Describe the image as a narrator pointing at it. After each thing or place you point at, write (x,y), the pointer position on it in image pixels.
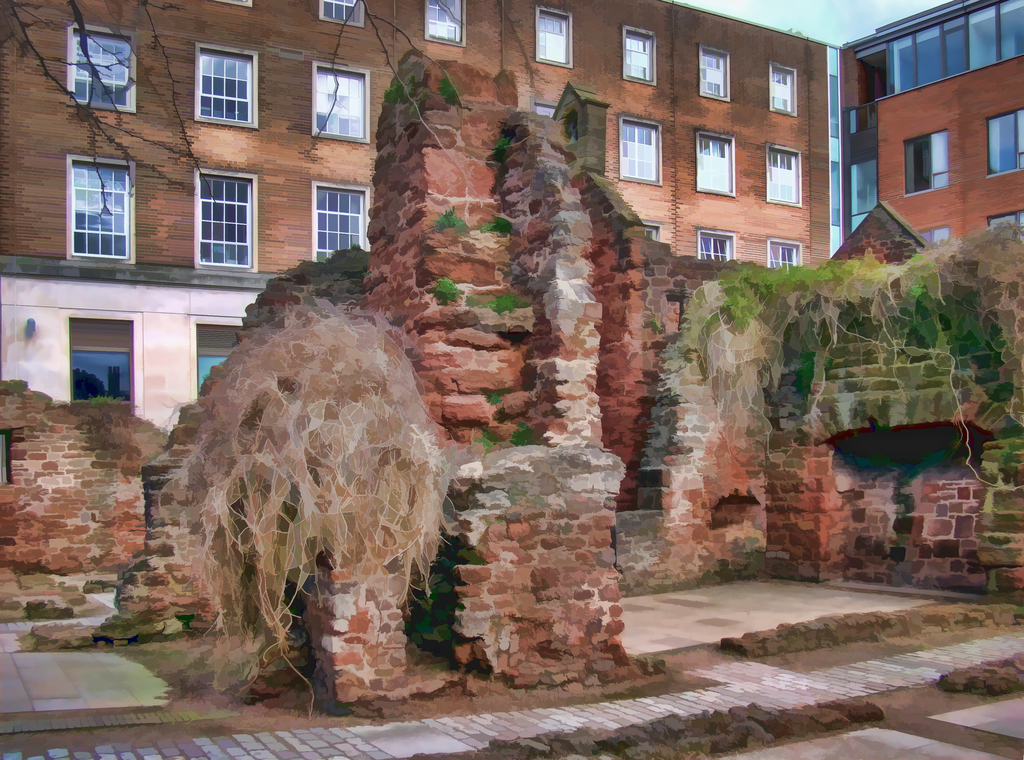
In front of the picture, we see a wall (523,385) which is made up of red colored bricks (472,442). Behind that, there are buildings (715,185) and windows (88,385) and we even see glass doors (213,362). This picture might be a painting.
